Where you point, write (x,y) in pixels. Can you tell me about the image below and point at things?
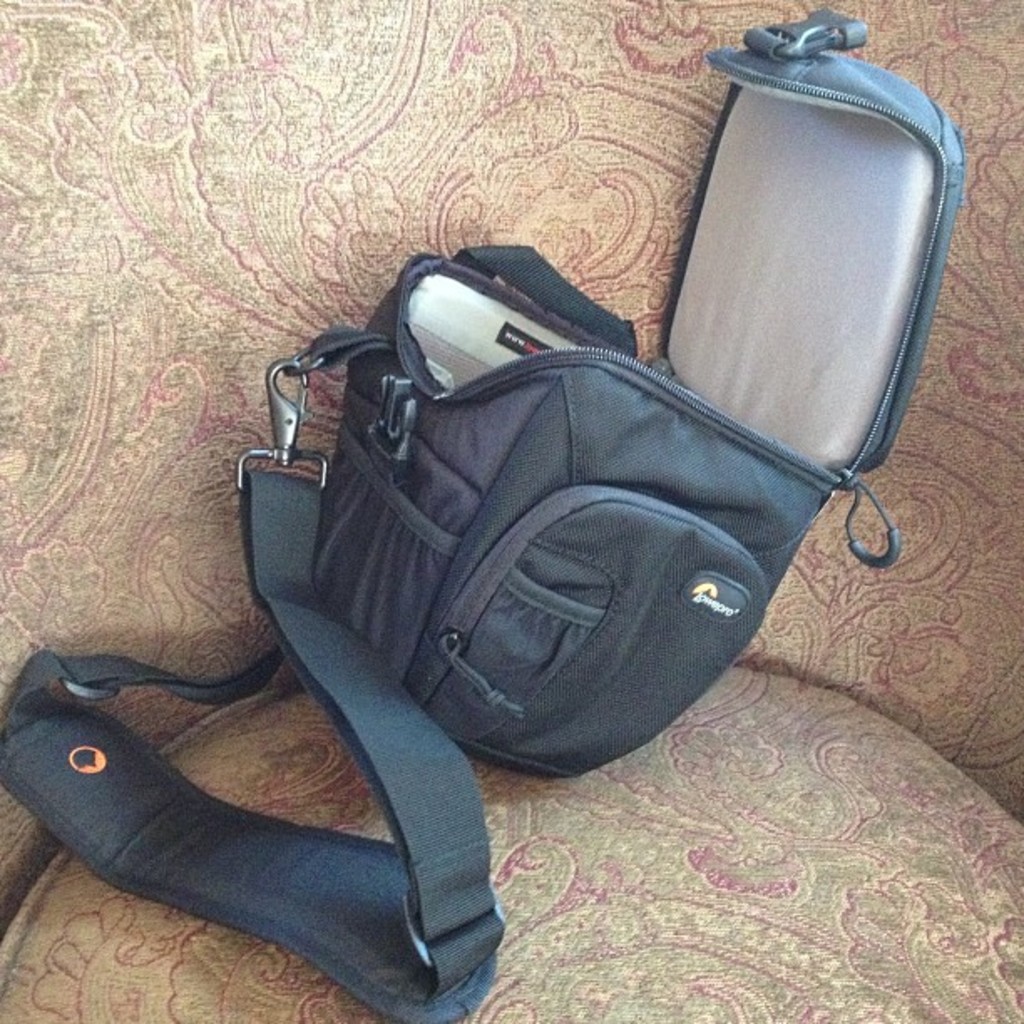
In this image in the center (637,416) there is one bag (585,323), and in the bottom (809,849) there is a seat (552,887).
